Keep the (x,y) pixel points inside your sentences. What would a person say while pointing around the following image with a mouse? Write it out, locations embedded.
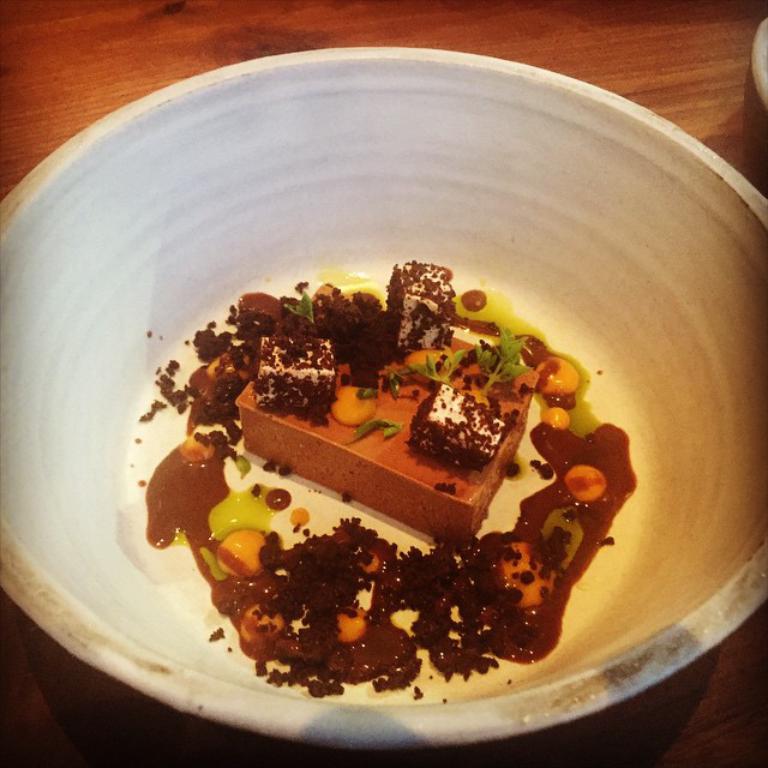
In this picture I can see a food item (268,640) in a bowl (353,126), on the table (165,30).
